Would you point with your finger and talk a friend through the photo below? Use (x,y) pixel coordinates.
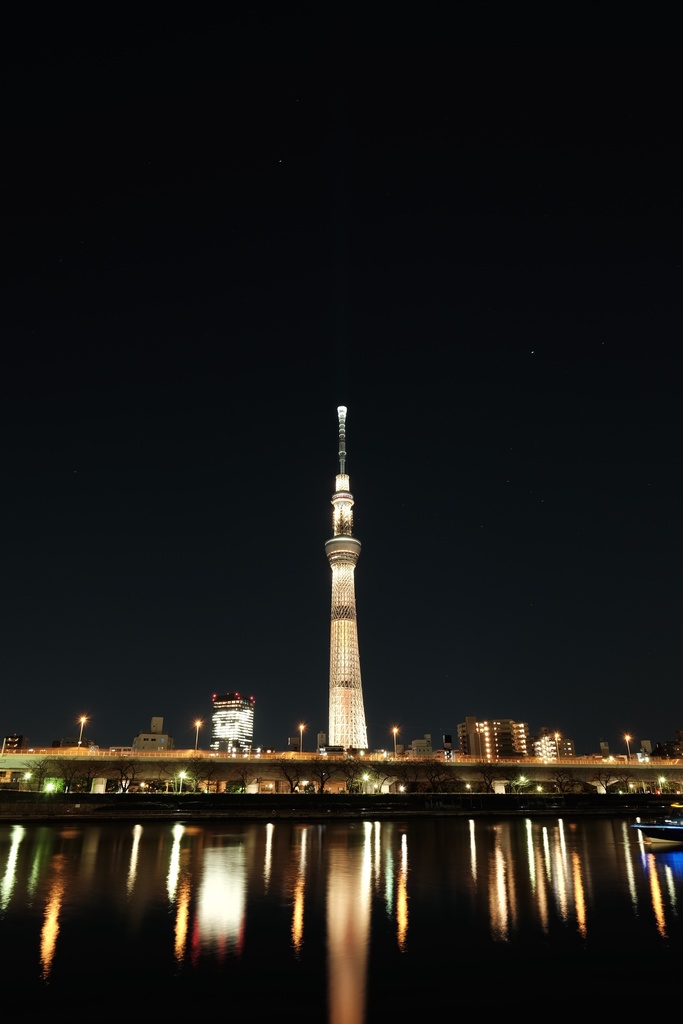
In this image in the center (337,499) there is one tower (337,499), and on the right side (491,746) and left side (221,742) there are some buildings (550,752). At the bottom (260,860) there is a river (316,915) and some lights (473,842), at the top (371,241) there is sky (318,286).
